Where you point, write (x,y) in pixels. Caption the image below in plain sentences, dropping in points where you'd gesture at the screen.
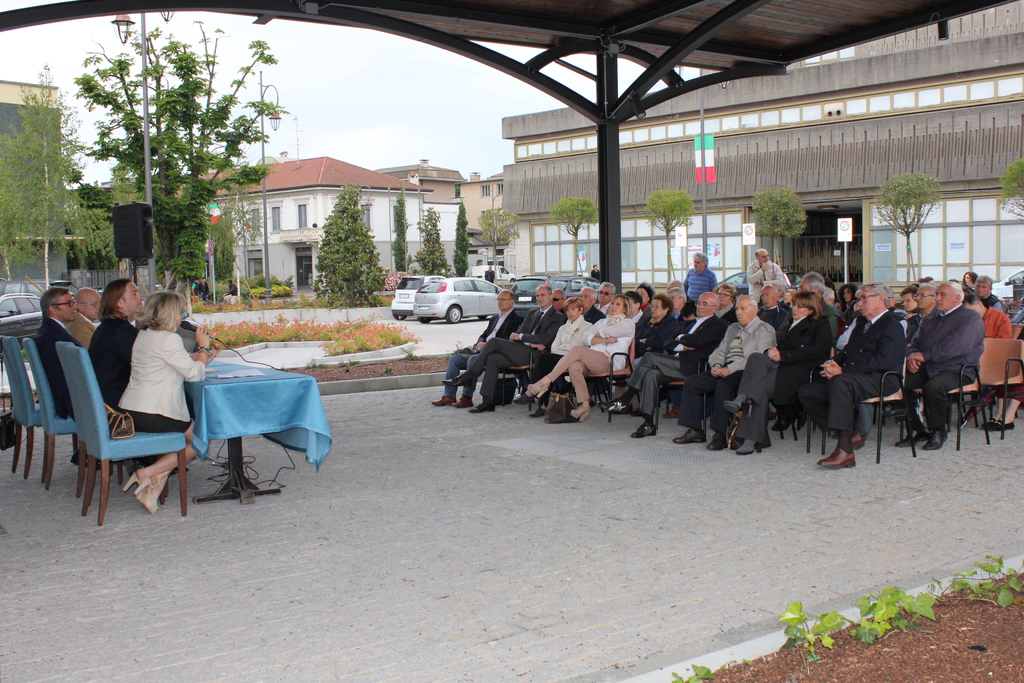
In this picture we can see some people (822,382) are sitting on chairs (997,358), on the left side (259,391) there is a table (227,393), a woman (179,396) on the left side (166,396) is holding a microphone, in the background (703,216) there are buildings (694,220), trees (436,213), plants (399,327), pole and cars (455,304), on the right side (773,278) there are two persons (766,267) standing, we can also see boards (839,225) on the right side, there is the sky (487,139) at the top of the picture (399,73).
